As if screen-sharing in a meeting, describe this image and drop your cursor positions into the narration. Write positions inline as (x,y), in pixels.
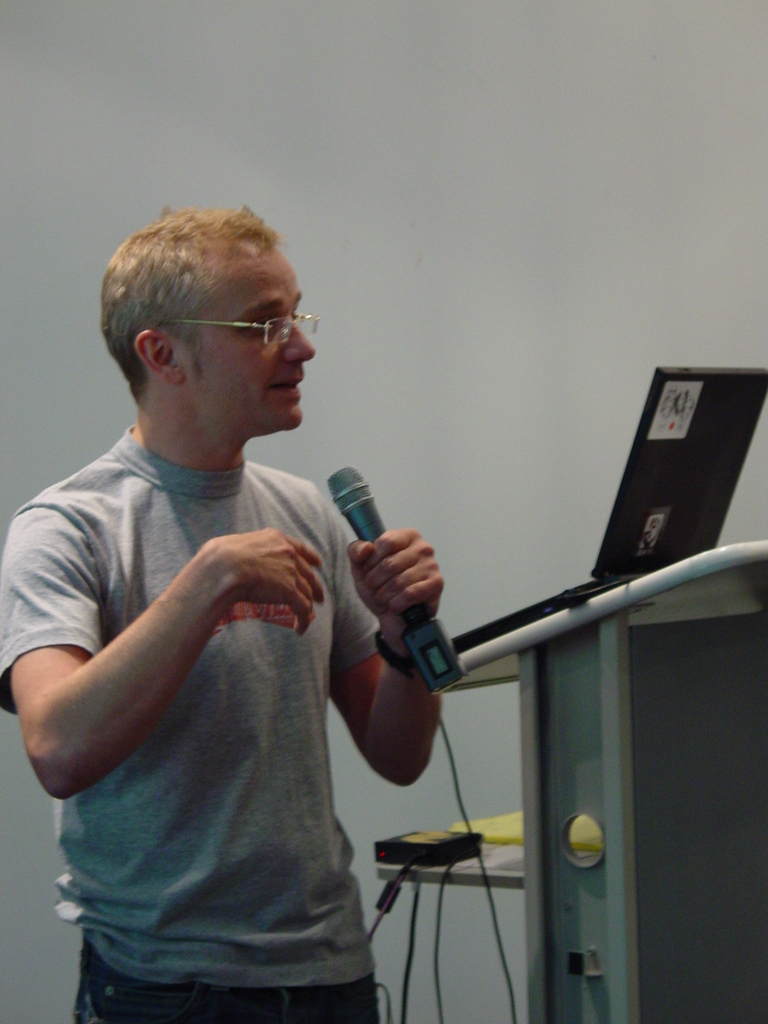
There is a man (291,695) standing in the image holding a microphone (358,502). There is a laptop (632,515) placed on the podium (642,598). He is speaking looking at the laptop (661,464). The man (436,578) is wearing a T-shirt (148,537) and jeans (135,983). He is also wearing spectacles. There is a label (657,436) on the laptop (666,416). There are also cable wires (445,879) in the image. In the background (451,626) there is a wall (347,272).
